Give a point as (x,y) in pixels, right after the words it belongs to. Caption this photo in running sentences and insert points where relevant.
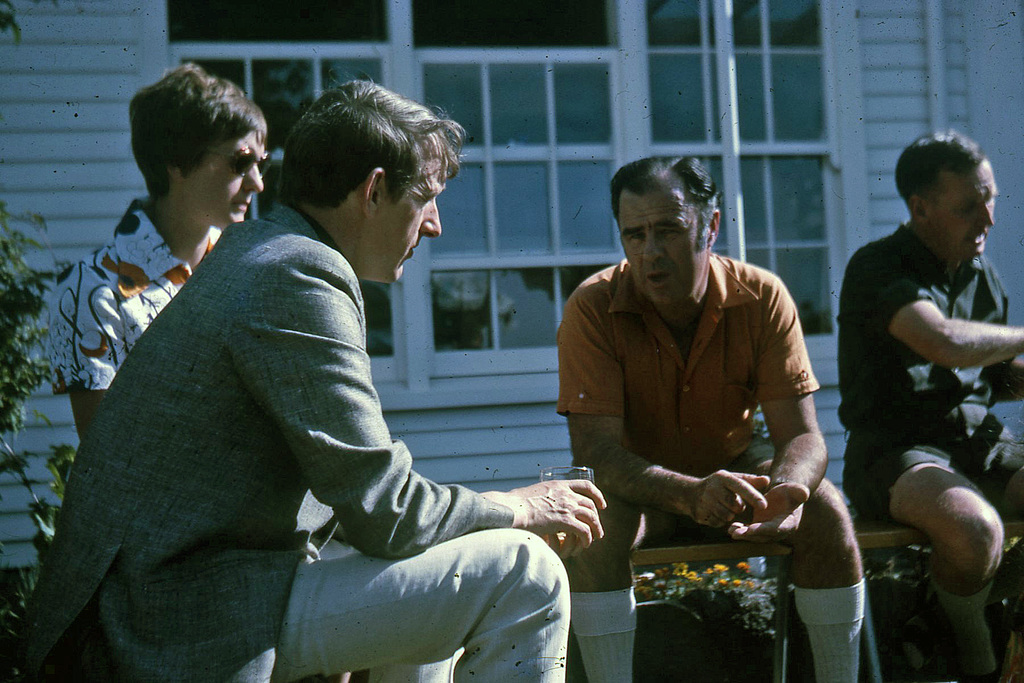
In the picture I can see few persons (614,412) sitting where one among them is holding a glass (586,472) in their hands (581,489) and there is a glass window (549,87) behind them and there is a plant (16,388) in the left corner (21,355).
